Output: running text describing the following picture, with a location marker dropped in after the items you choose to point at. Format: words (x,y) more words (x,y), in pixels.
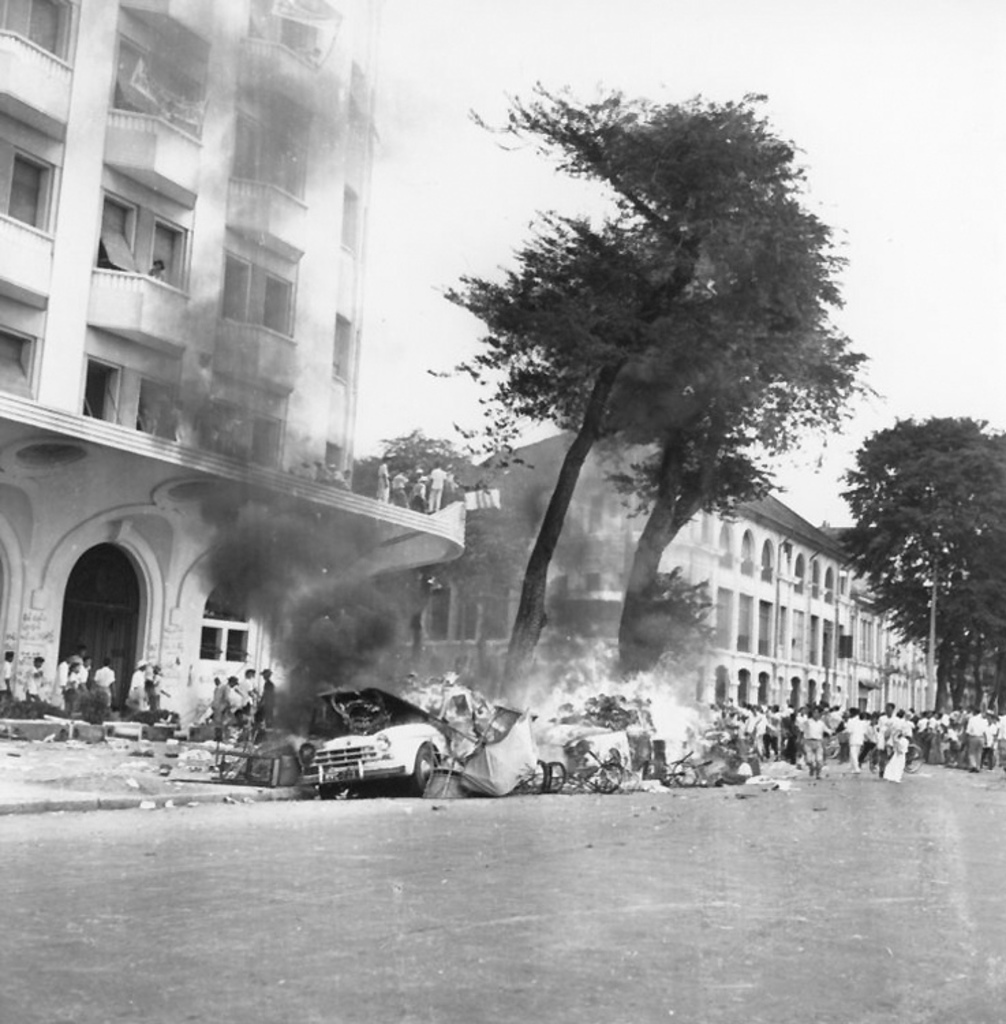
This is a black and white image. In the middle of the image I can see few vehicles (432,736) are burning in the fire (672,720). There are some trees (679,497). On the right side (822,749), I can see a crowd of people (884,727) on the road (850,782). In the background (737,571) there are few buildings (216,303). At the top (928,182), I can see the sky (903,131).
